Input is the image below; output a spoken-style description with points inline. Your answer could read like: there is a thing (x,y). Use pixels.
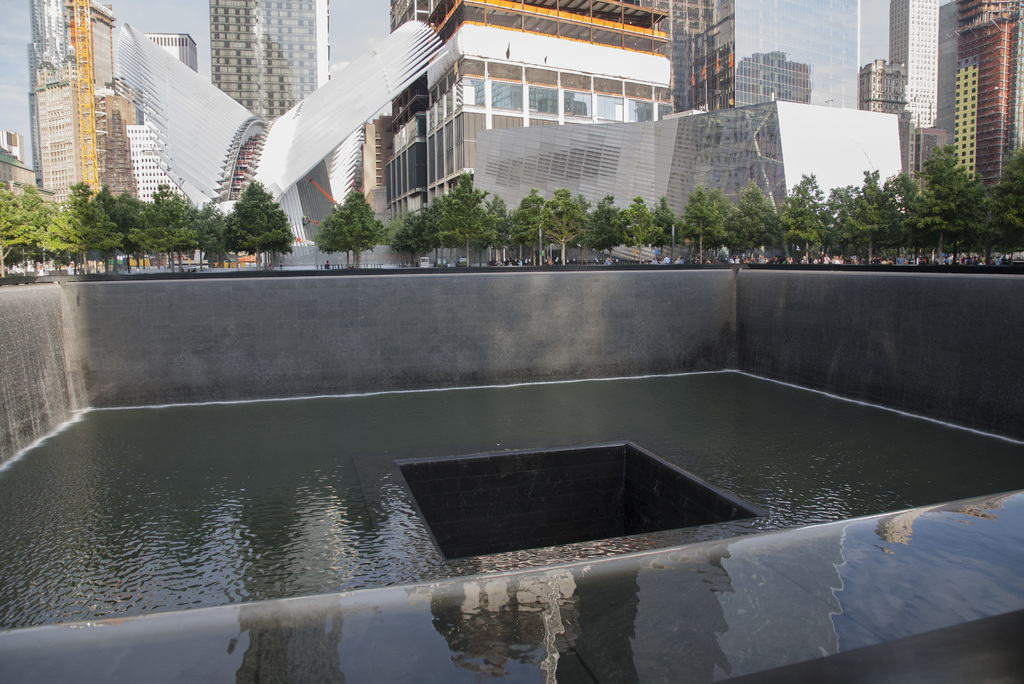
In this image I can see the water (243,513), a huge hole (507,517) which is black in color, few trees (281,228) which are green in color, few persons (1002,260) and few buildings (359,113). In the background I can see the sky (363,17).
